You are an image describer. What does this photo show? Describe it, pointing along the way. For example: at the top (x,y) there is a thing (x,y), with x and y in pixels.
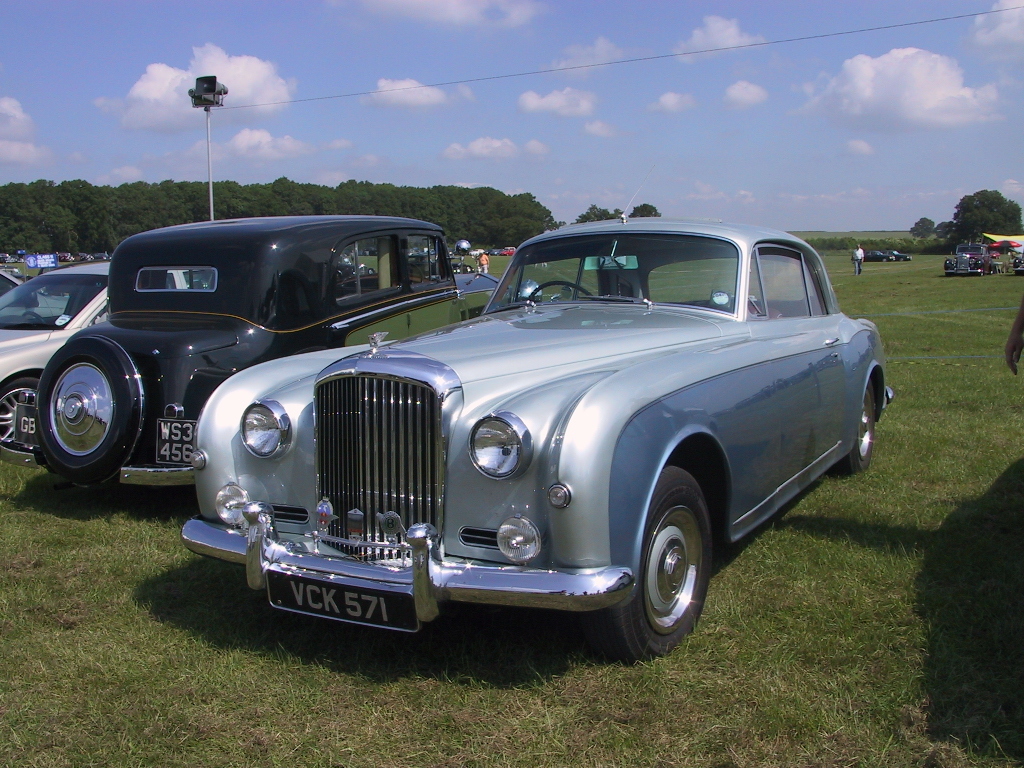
In the foreground of the picture (507,282) we can see cars (388,441), grass (497,676), pole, speaker (204,104) and person's hand (1016,368). On the right (906,251) there are trees (973,205), cars (883,254), people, greenery (952,251), tent (997,235) and other objects (1005,246). Towards left (124,197) there are trees (124,197), people (484,262) and various objects (480,249). At the top (422,103) we can see sky (482,74) and cable (997,12).
